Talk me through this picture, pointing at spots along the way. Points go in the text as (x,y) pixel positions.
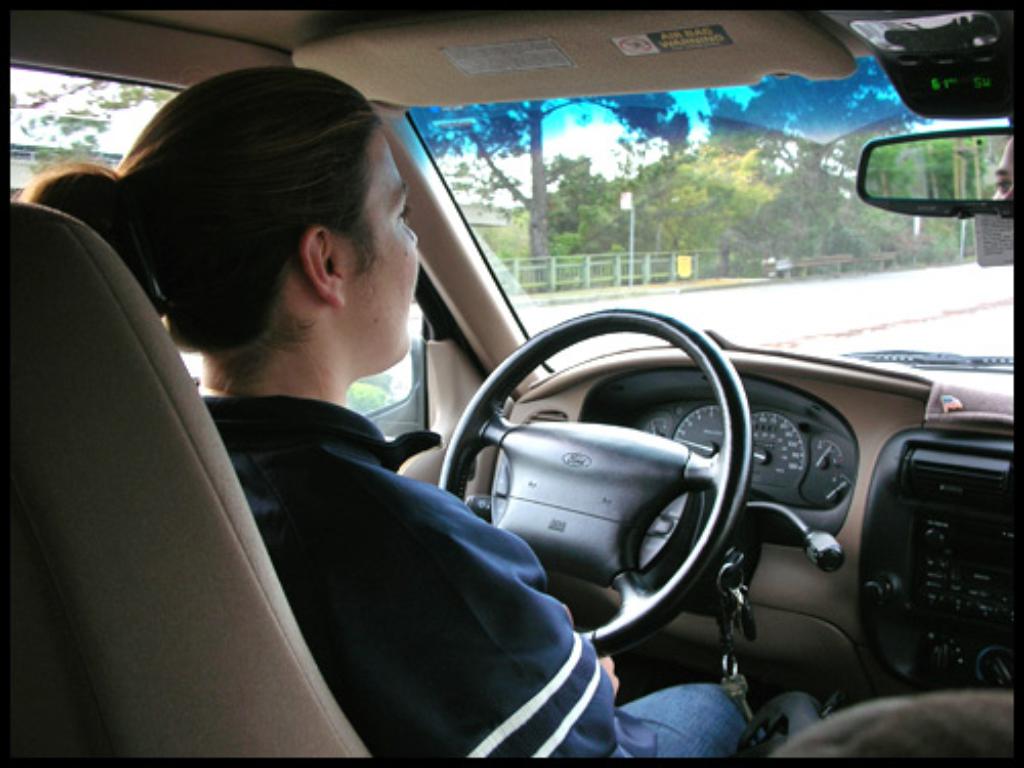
In this picture we can see a person (394,224) inside the vehicle (873,396). This is mirror (912,159) and these are the trees (719,224).
